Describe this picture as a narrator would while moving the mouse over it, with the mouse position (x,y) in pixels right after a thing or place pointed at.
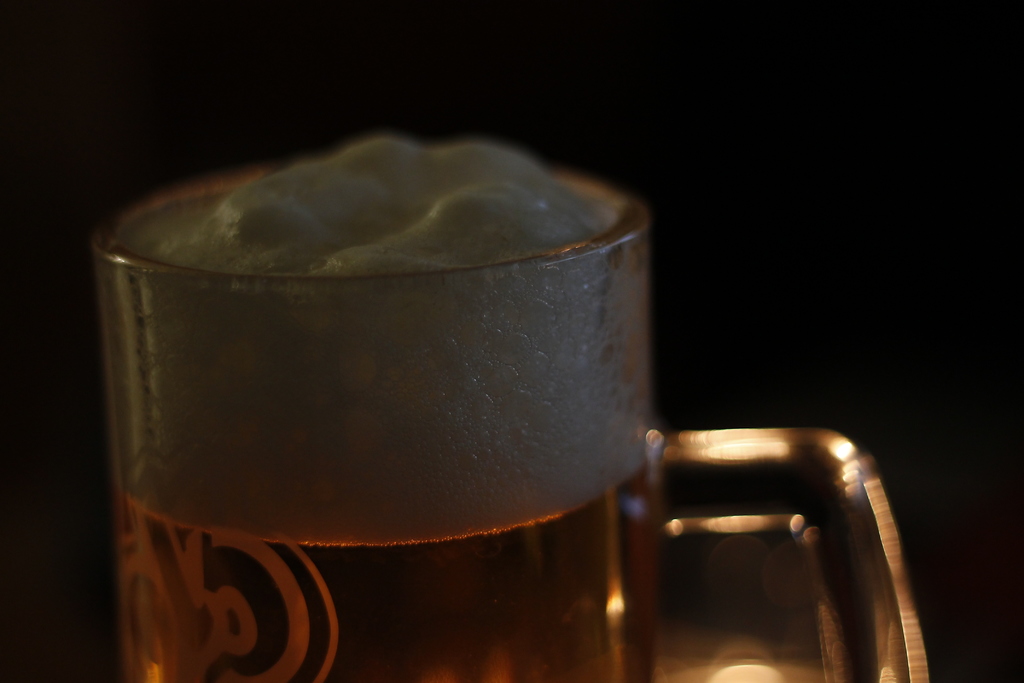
In this picture, we can see a glass (502,527) with some liquid (211,675) and foam (261,219) on it and the background (782,289) is dark.
